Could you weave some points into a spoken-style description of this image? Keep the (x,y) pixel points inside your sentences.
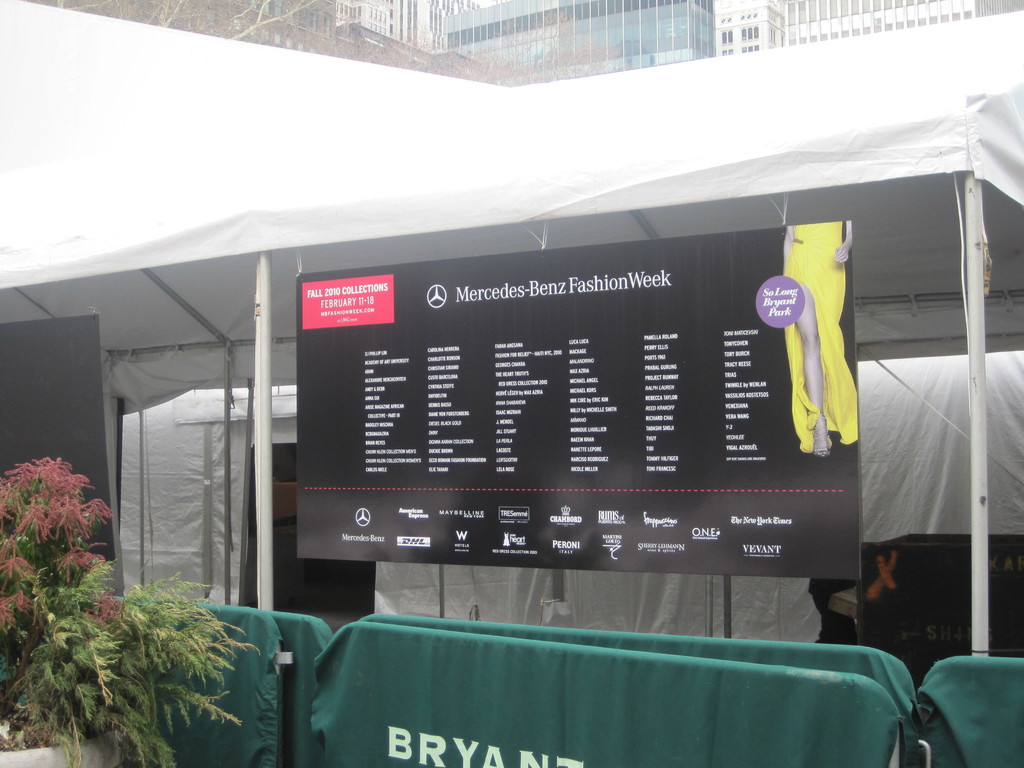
In this picture I can see the banner (514,388). I can see the tent (128,531). I can see the plants (146,638) on the left side (146,620). I can see the buildings (585,55) in the background (611,33).
